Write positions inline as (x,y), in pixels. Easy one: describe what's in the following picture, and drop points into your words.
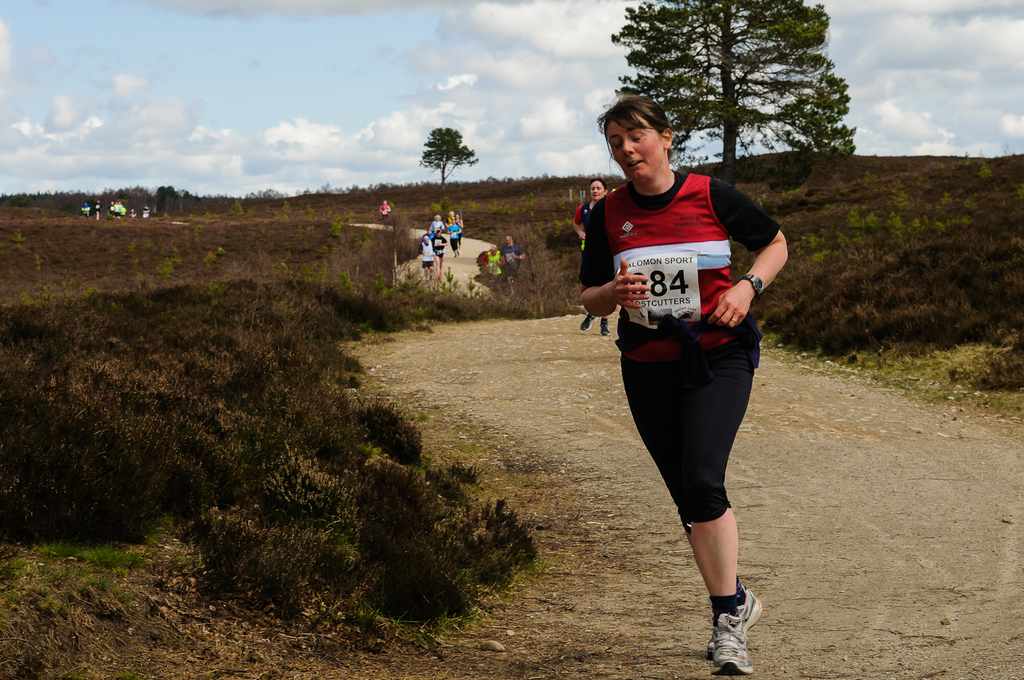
In this image we can see persons (733,190) running along the road (574,340). In addition to this we can see shrubs (238,466), ground (101,563), trees (786,84) and sky (423,51) with clouds (158,135).
